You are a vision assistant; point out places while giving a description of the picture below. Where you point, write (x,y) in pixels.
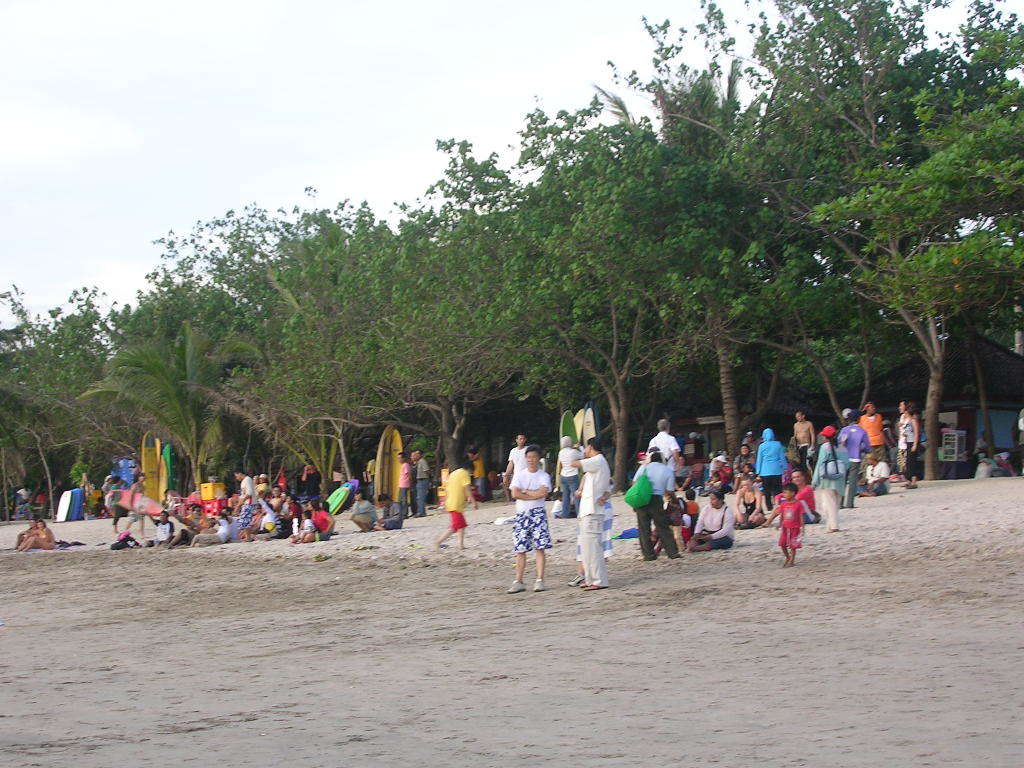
In this image we can see some people (208,539) and among them few people (32,522) are sitting and few people (769,460) are standing and we can see few huts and some objects (568,429) in the background (578,438). There are some trees (757,380) and at the top (160,255) we can see the sky (383,212).
